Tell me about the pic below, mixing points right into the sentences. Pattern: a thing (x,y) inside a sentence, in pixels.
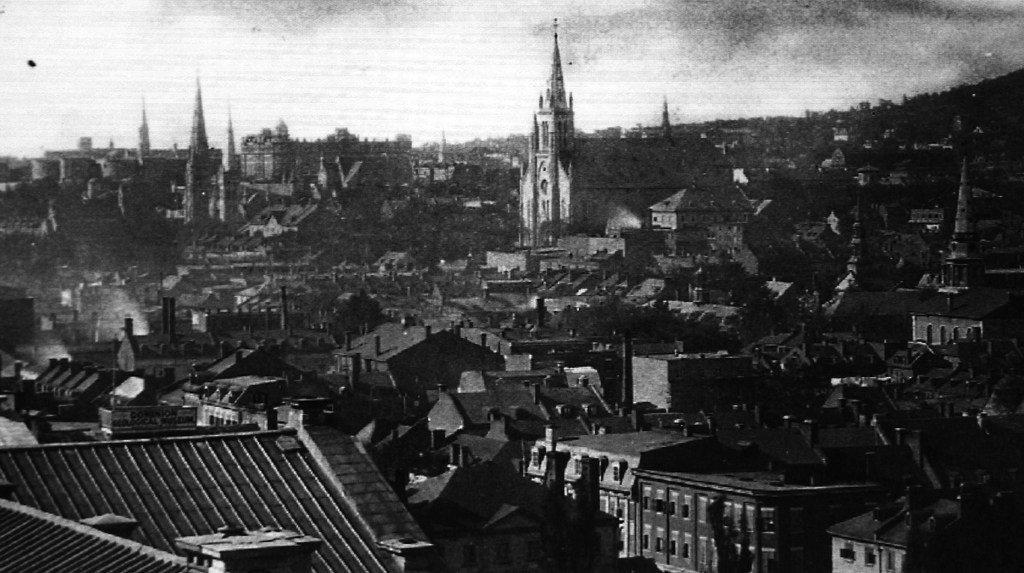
This is black and white picture where we can see so many buildings (617,245). Top of the image (494,84) sky (568,42) is there.
